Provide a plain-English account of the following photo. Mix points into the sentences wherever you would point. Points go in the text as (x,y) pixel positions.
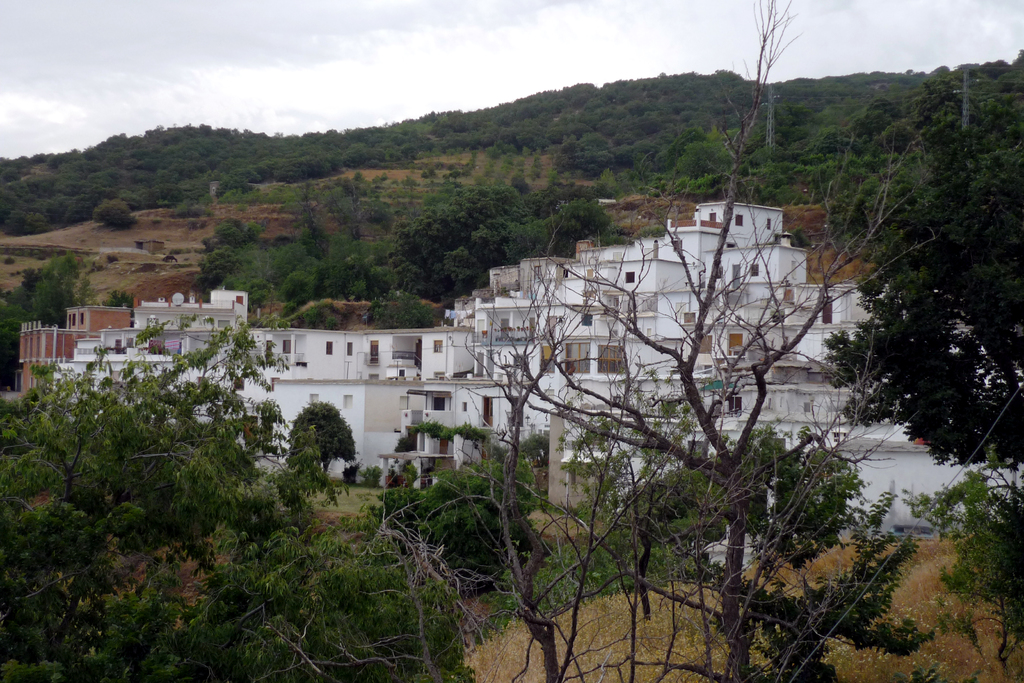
In this image I can see few trees (535,576) and few buildings (711,332) which are white and red in color and in the background (159,293) I can see a mountain (393,197), few trees (786,147) on the mountain (561,142) and the sky (191,43).
